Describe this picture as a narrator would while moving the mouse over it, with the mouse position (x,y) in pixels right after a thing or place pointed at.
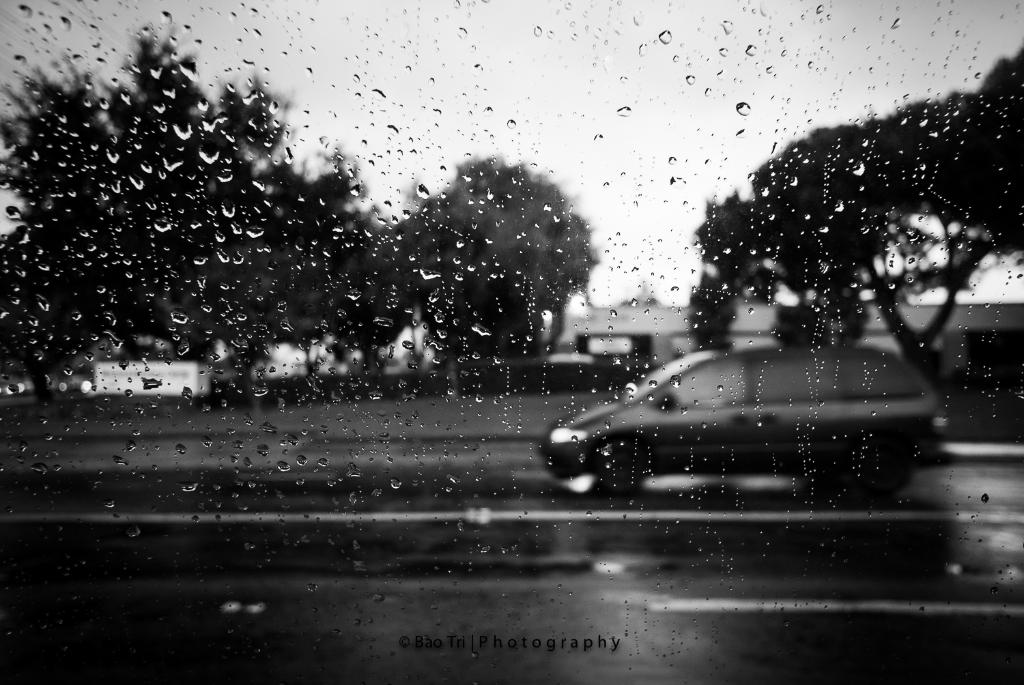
In this image we can see the water drops (485,239) on glass (380,308) and through the glass (733,371) we can see a vehicle (771,359) passing on the road (392,550). We can also see the trees (577,278) and also the sky (631,43) and a building (687,334). At the bottom (475,643) we can see the text (487,645).
